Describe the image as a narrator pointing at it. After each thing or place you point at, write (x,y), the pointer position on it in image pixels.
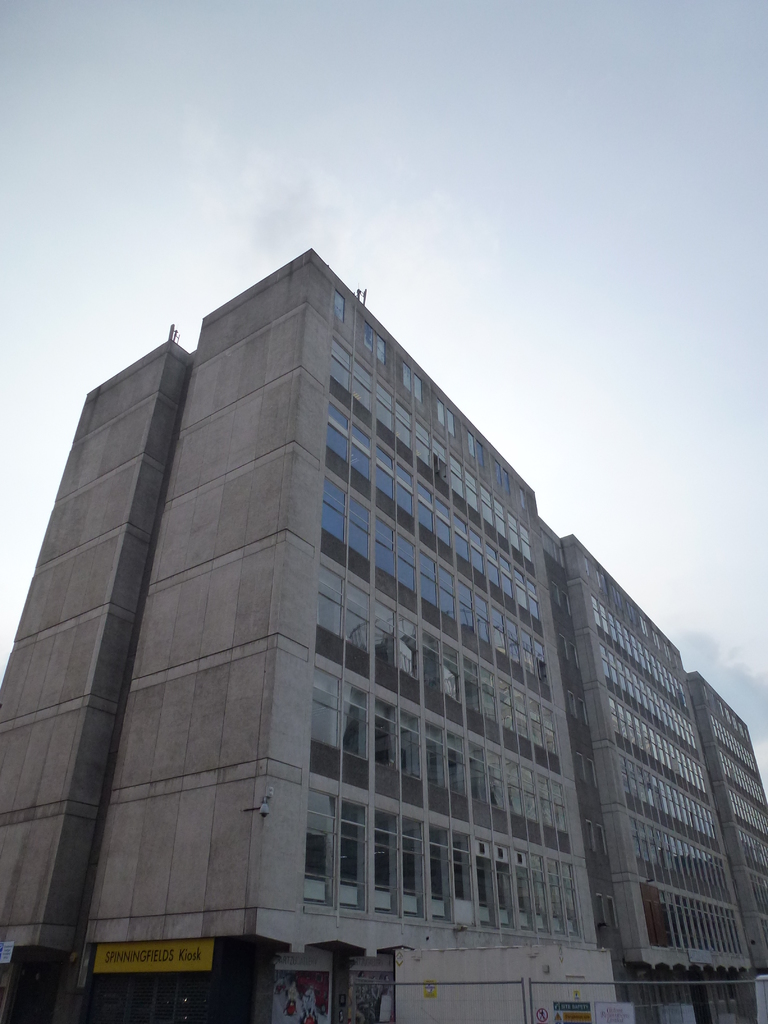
This picture might be taken outside of the building (384,618). In this image, in the middle (395,673), we can see a building (361,846) with some windows (474,697) and glass doors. On the left side (190,958), we can also see a hoardings (294,1009). On the top (585,136) there is a sky (553,80) which is cloudy.
